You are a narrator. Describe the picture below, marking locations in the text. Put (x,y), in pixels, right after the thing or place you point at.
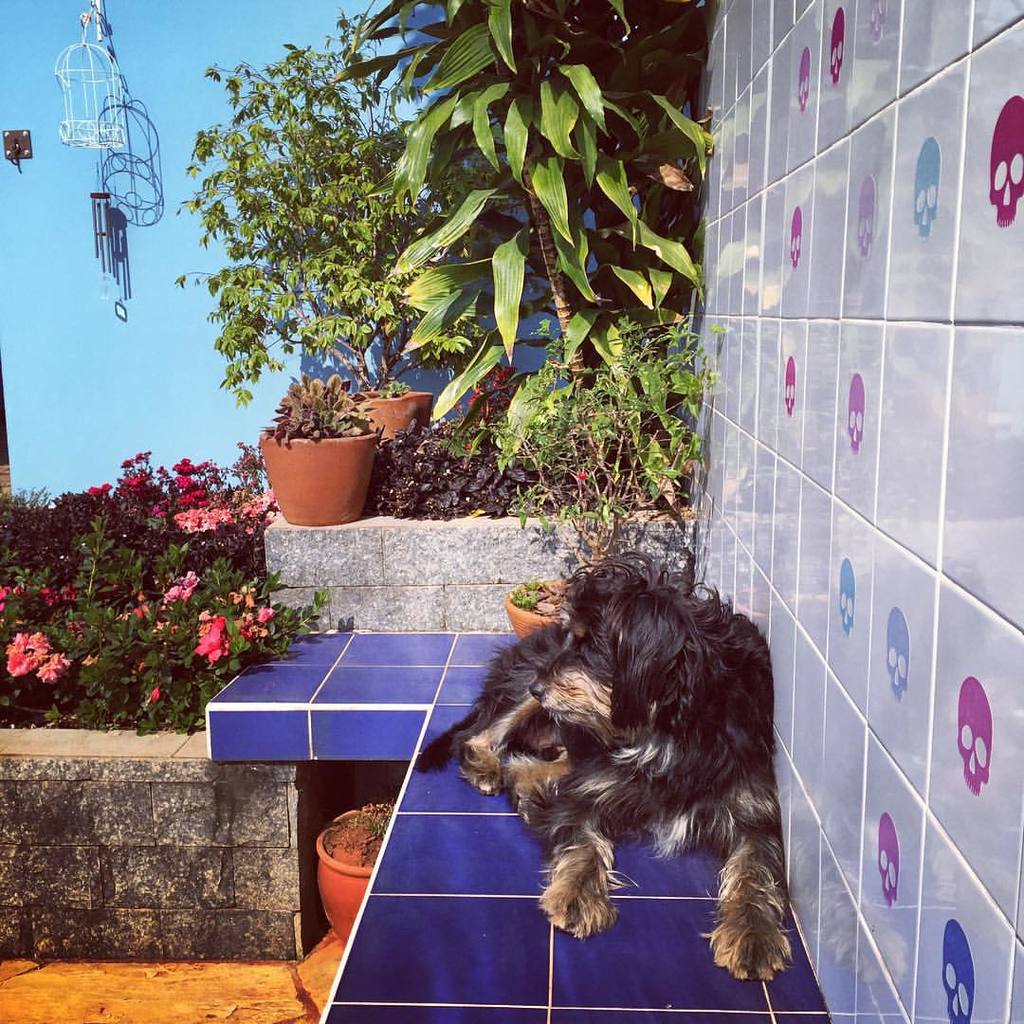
In the picture I can see a dog (523,764) is sitting. In the background (268,588) I can see plant pots (334,458), flowers (69,594), plants (69,594), a wall (752,181) and some other objects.
